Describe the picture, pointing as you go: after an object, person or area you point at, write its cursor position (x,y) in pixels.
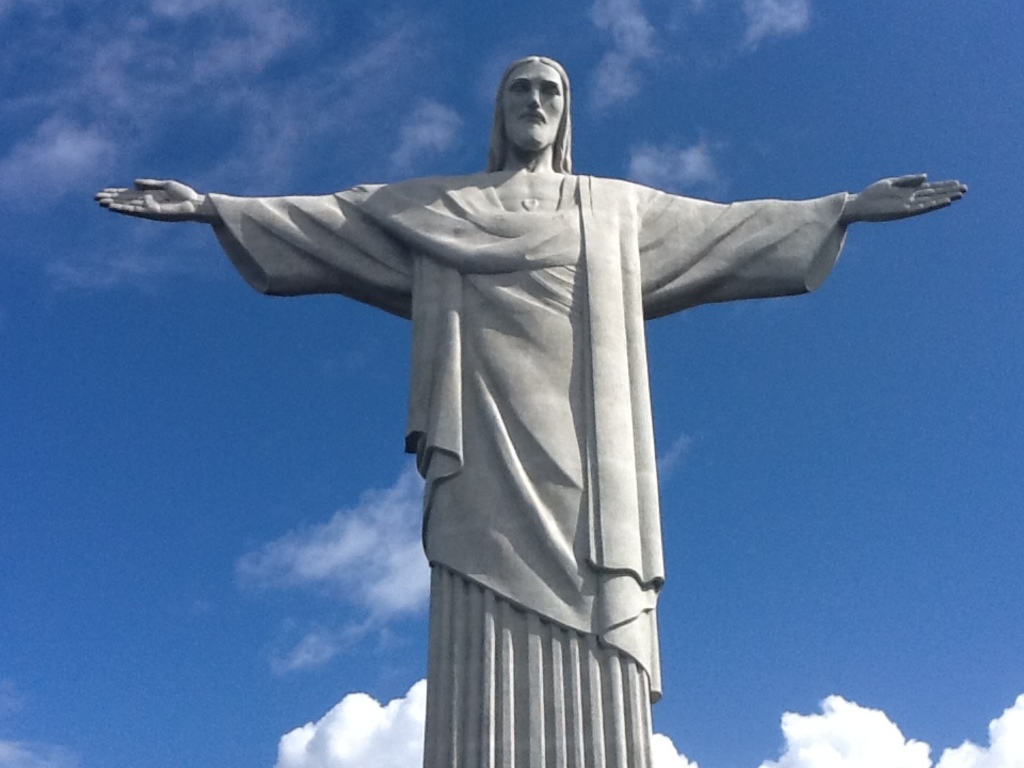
In this image we can see statue of a person (499,389). In the background (836,615) there is sky (836,615) with clouds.
